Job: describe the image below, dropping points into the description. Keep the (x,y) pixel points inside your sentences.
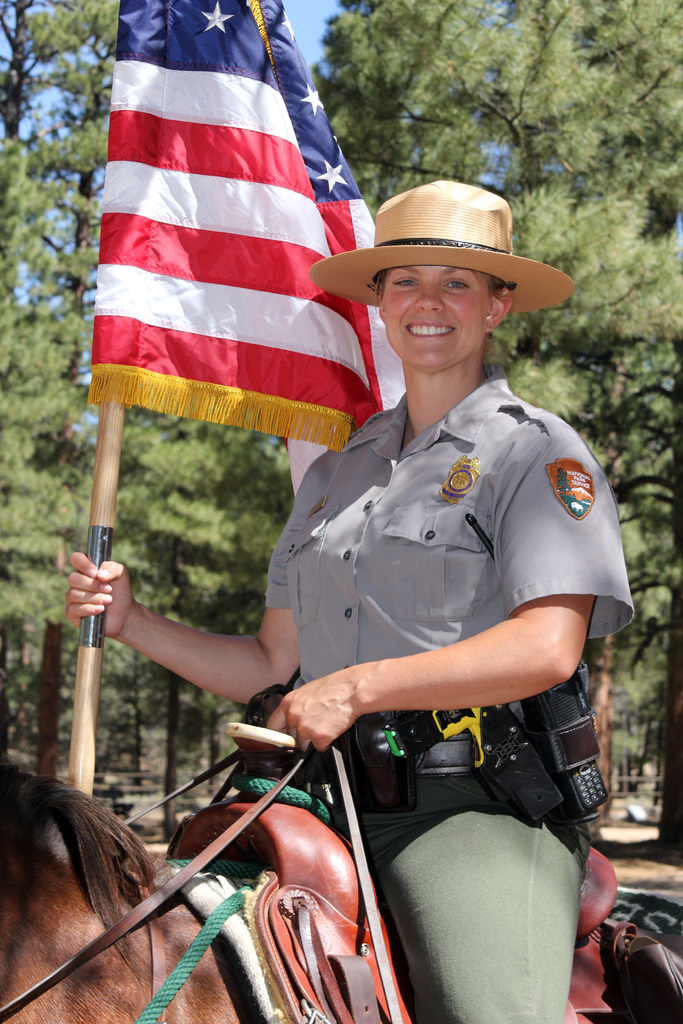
To the bottom of the image (77,871) there is a horse (51,852) with few items (324,912) on it. On the horse (28,830) there is a lady (493,698) with grey shirt (308,523) is sitting on the horse (92,905) and she is holding the flag pole (81,776) in her hands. In the background (471,2) there are trees (619,259).
